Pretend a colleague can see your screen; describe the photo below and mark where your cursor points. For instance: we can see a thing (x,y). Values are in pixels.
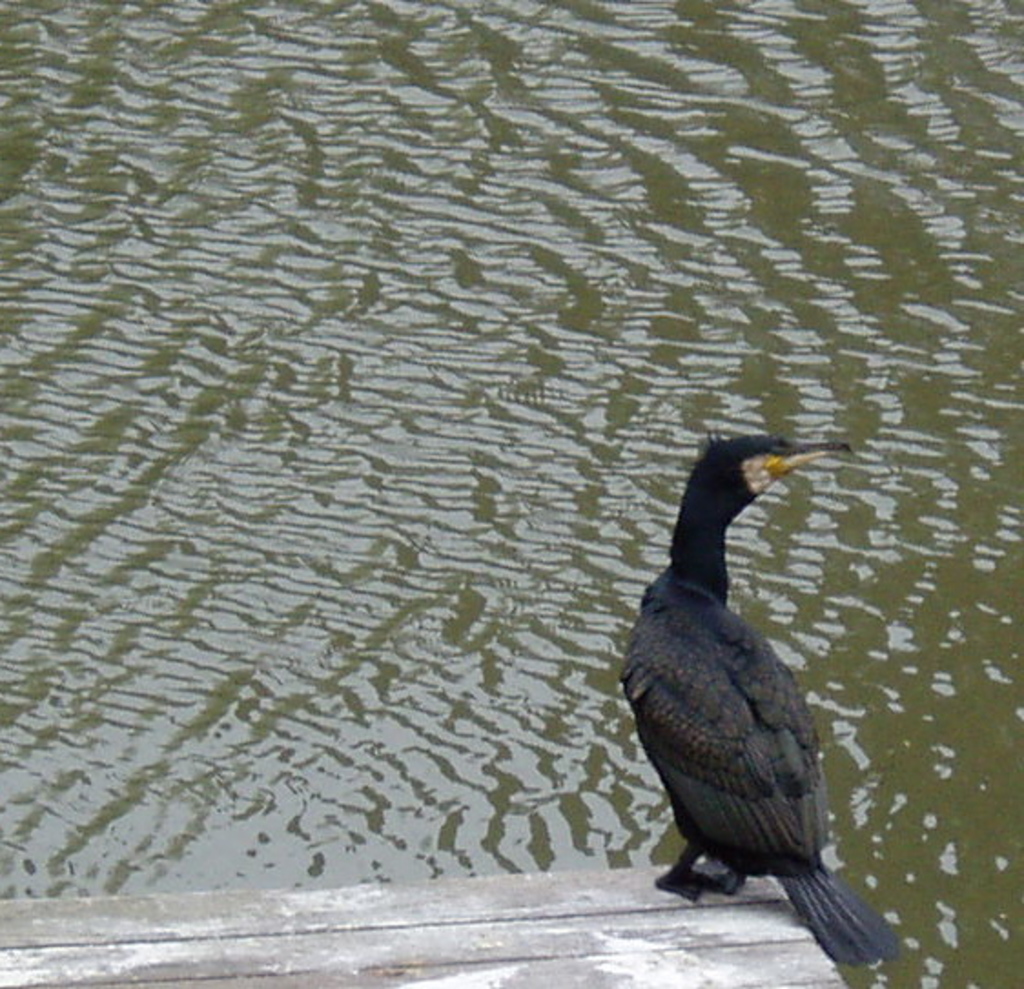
In this picture there is a great cormorant (795,463) on the dock (709,921) at the bottom side of the image (721,688) and there is water (520,271) in the image.
